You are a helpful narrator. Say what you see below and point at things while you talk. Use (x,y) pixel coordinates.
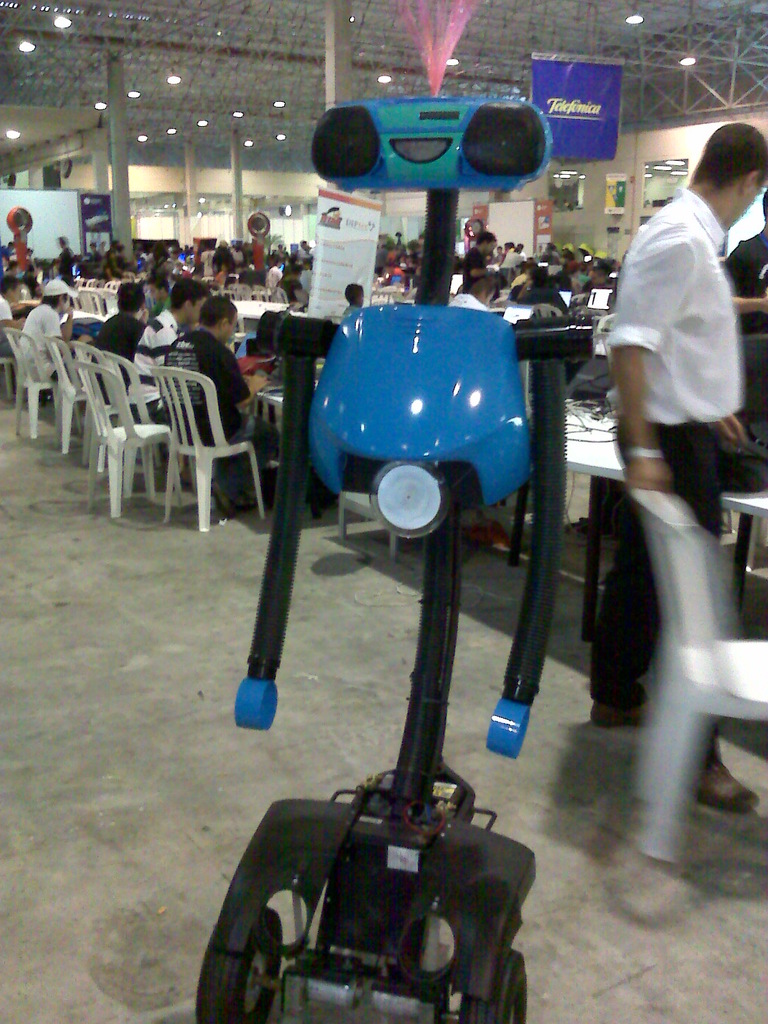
In this image we can see a robot (440,271) which is in blue color and in the background of the image (33,310) there are some persons (220,251) sitting on chairs (65,440), there are some tables (373,292), there are pillars (123,139) and top of the image (197,6) there is roof (258,131), there are lights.
